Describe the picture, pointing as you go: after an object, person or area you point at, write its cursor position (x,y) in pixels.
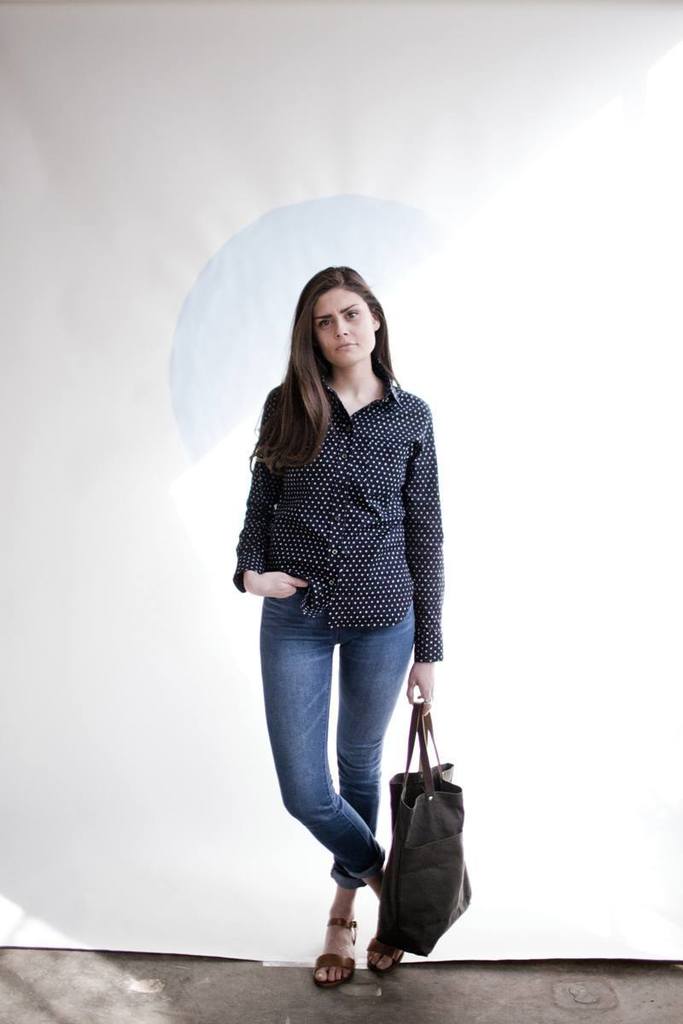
There is a women (356,533) with fair white skin tone (366,389), with black and white shirt (369,467), blue jeans (311,676), she is standing and holding a bag (399,834). There is a white background (558,566) at the back (522,341).
